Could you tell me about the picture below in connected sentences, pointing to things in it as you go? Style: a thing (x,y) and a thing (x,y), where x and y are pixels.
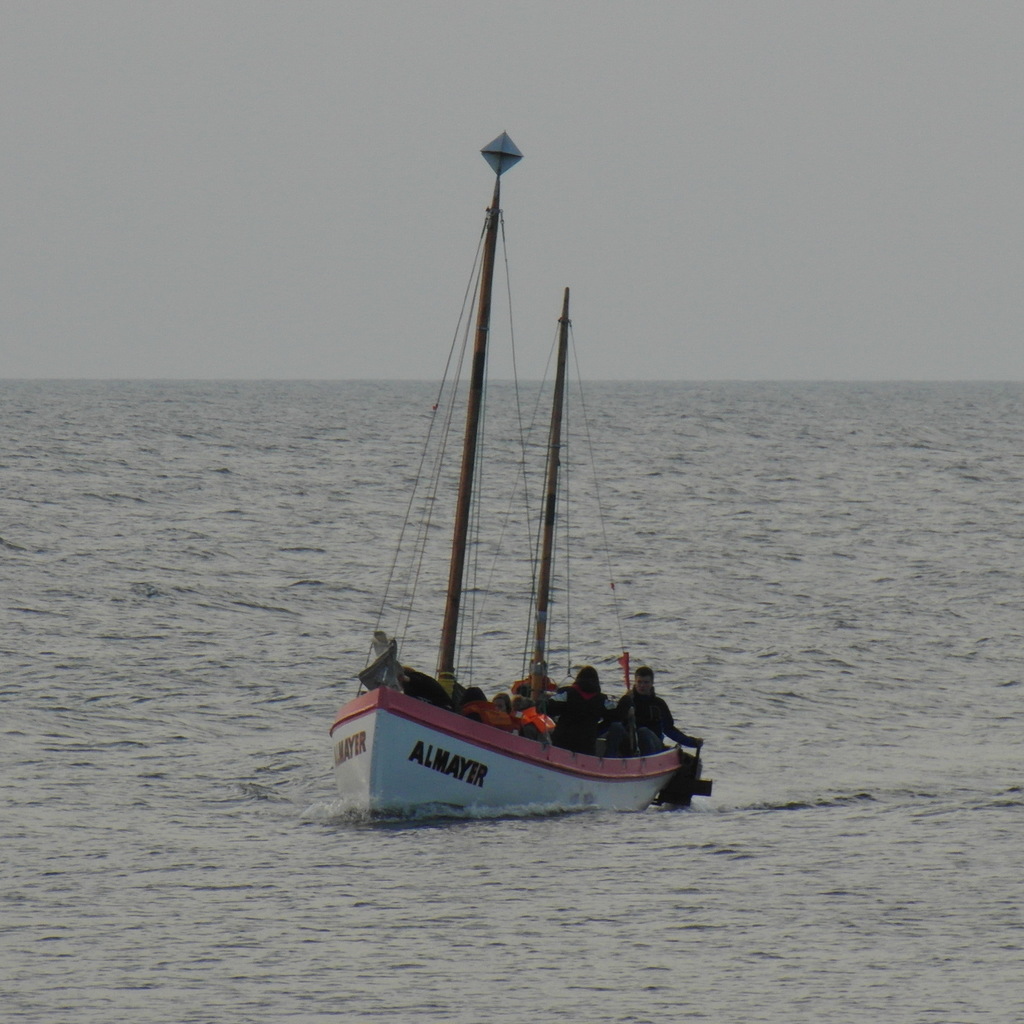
In this image we can see a white color boat (540,782) is present on the surface (287,497) of an ocean (302,488) and many persons (605,710) are present in the boat (537,693). We can see sky (566,79) at the top of the image (352,131).
